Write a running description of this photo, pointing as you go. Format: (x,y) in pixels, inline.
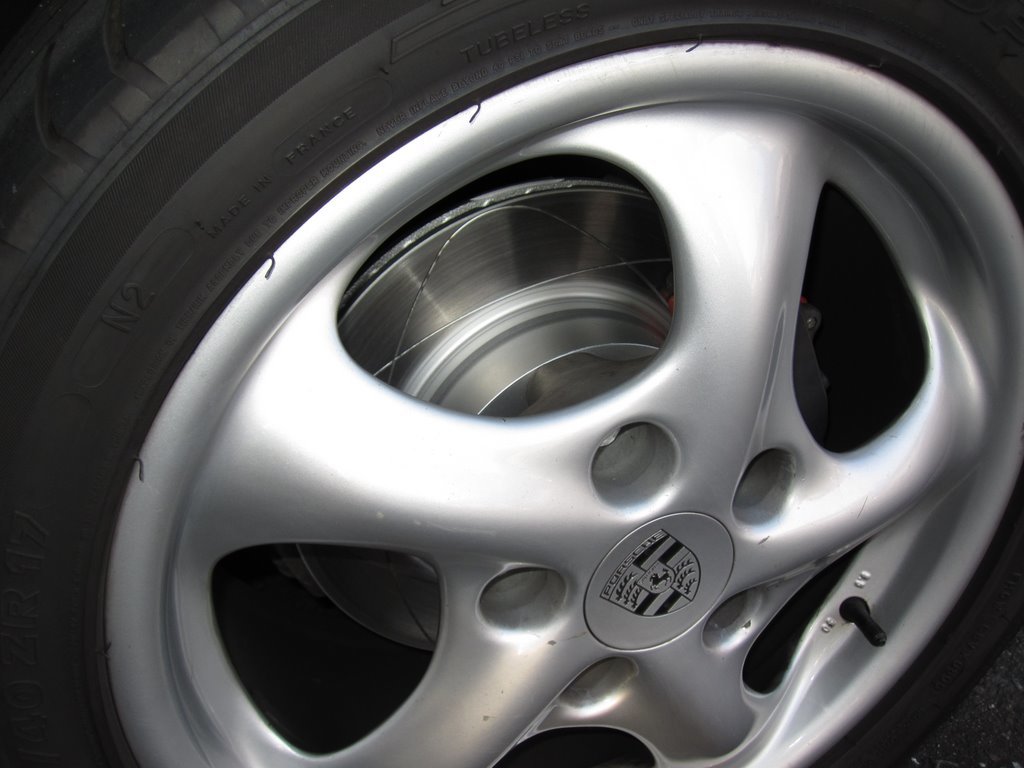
In this picture we can see a Tyre (88,359) with a logo (598,586) on it.
